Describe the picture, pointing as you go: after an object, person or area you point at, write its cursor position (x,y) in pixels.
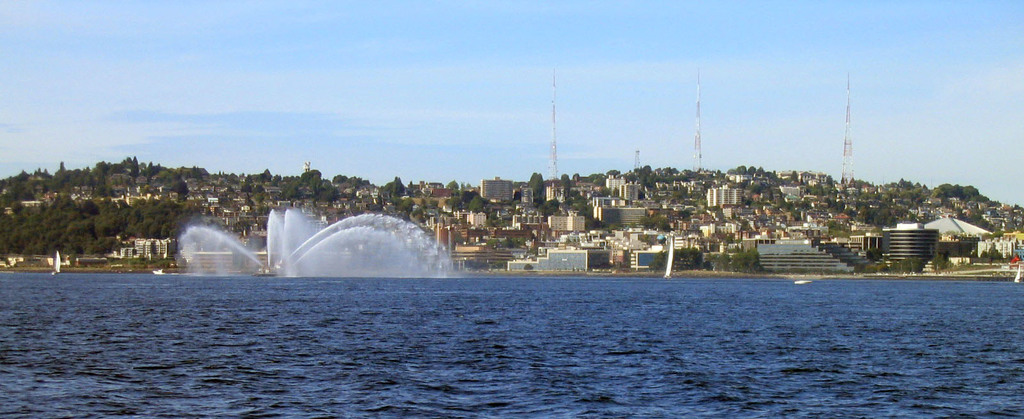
In the picture we can see a water (561,377) which is blue in color and far away from it, we can see the fountain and behind it, we can see trees (9,182), houses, buildings (466,219), tower buildings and in the background (495,143) we can see a sky (348,93) with clouds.
